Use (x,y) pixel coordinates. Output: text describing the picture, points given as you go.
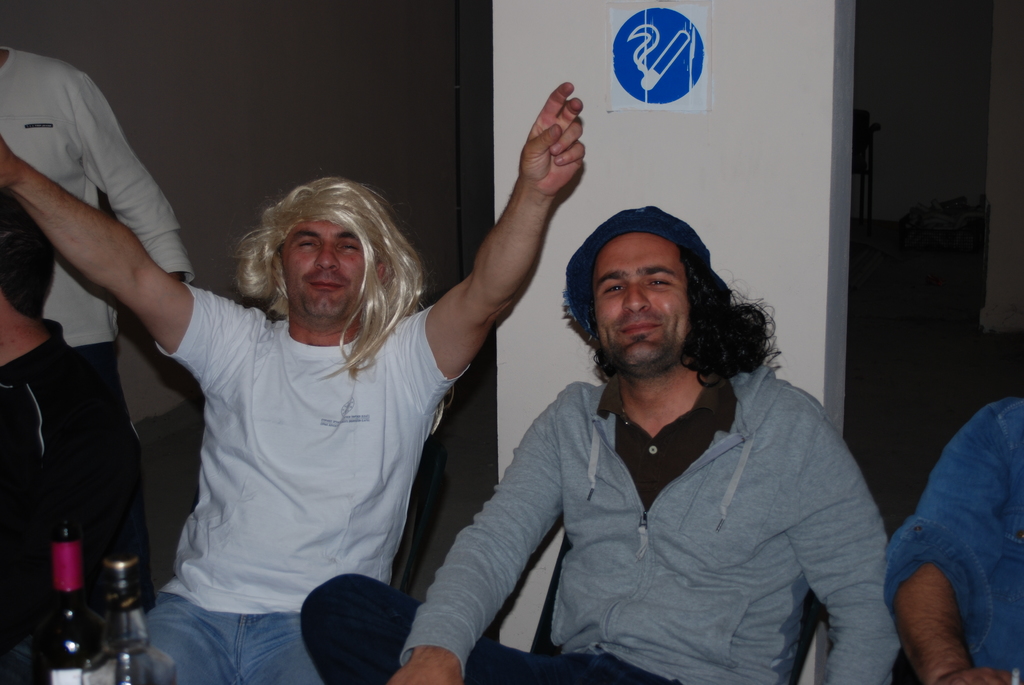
These people (332,469) are sitting on chairs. Here we can see bottles (129,615). Signboard (653,28) is on the wall (763,52).
